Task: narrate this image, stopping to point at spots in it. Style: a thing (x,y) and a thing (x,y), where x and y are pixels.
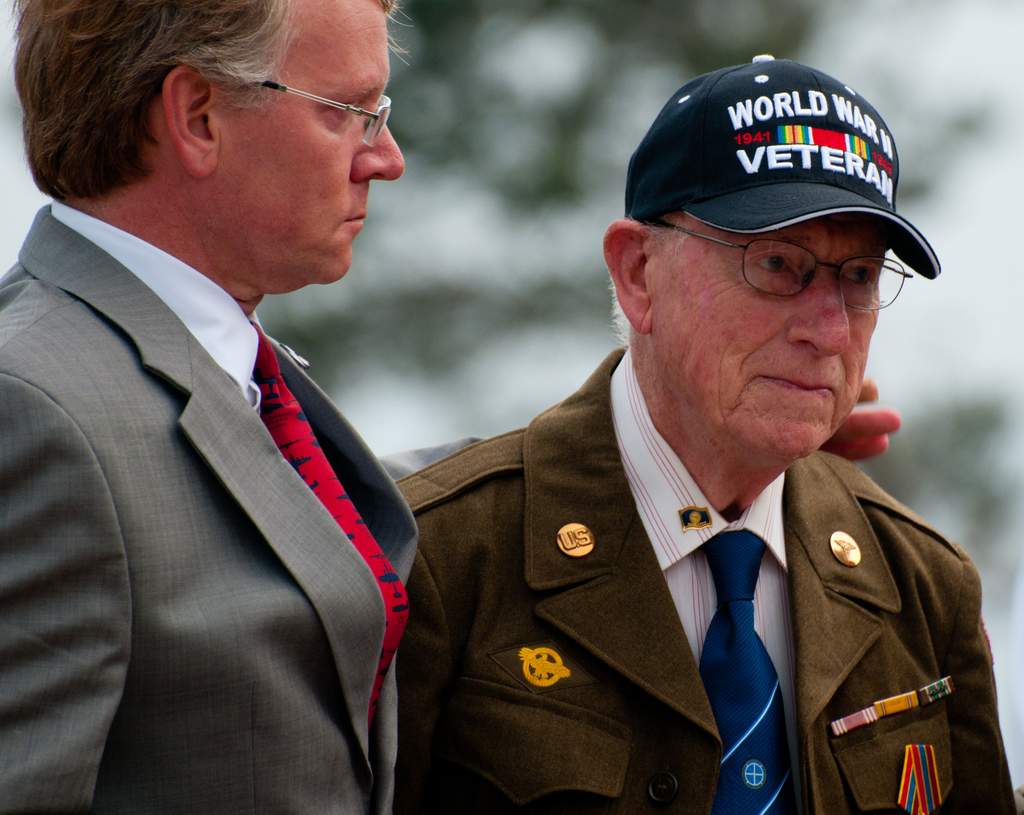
In this picture we can see a cap (888,176), badges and two men (364,474) wore blazers (434,473), ties (729,616), spectacles (885,294) and in the background (987,453) it is blur.
